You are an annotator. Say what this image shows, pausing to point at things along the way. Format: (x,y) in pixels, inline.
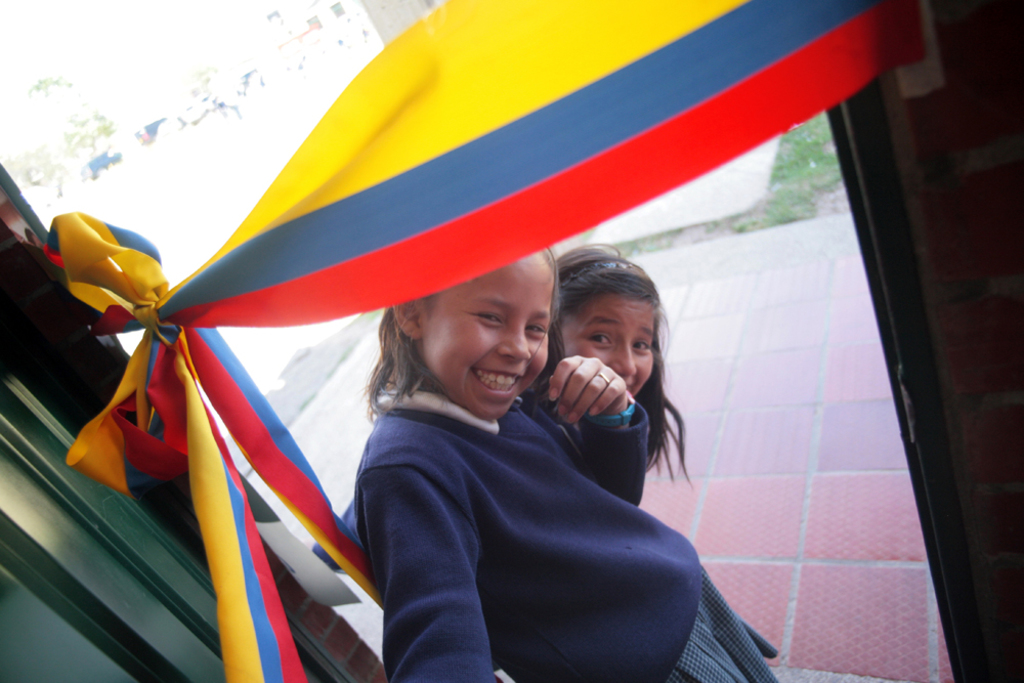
In this image we can see two persons (635,430). There is a ribbon (628,139) of three colors. There is an entrance (77,571) of the house (961,592). There is a grassy land (804,181) and a tree (90,128) in the image.
